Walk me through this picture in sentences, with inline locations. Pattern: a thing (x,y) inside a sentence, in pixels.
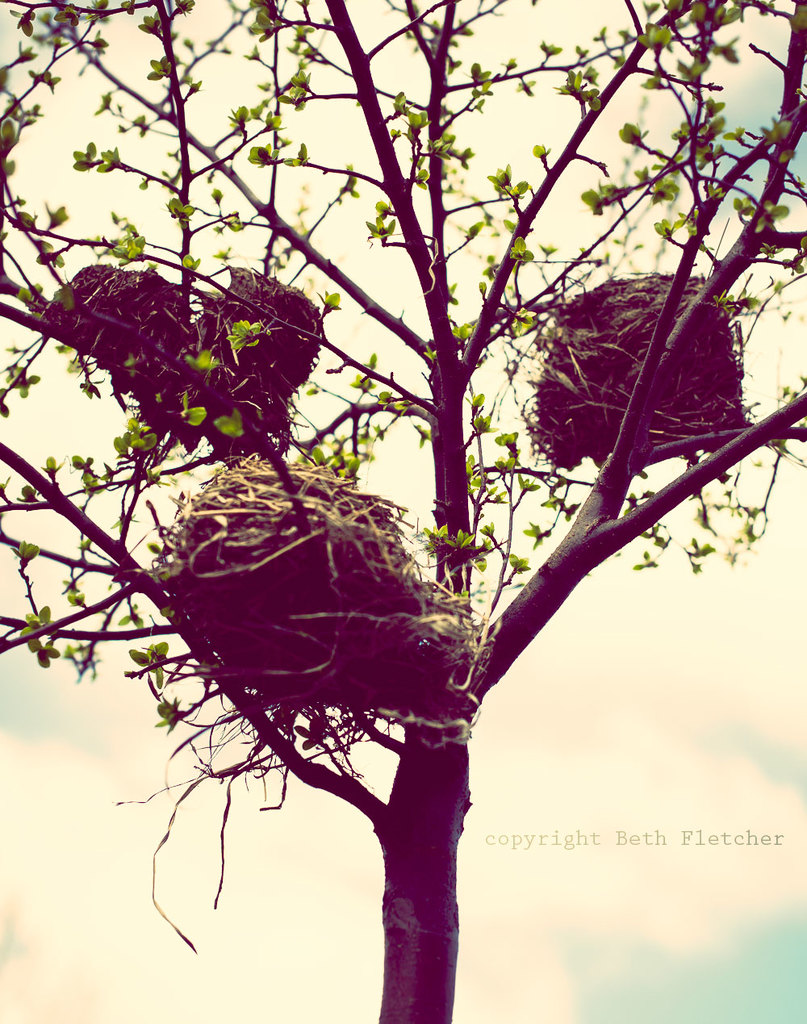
In this image I can see nests (355,583) on a tree (367,726). Here I can see a watermark (634,846).
